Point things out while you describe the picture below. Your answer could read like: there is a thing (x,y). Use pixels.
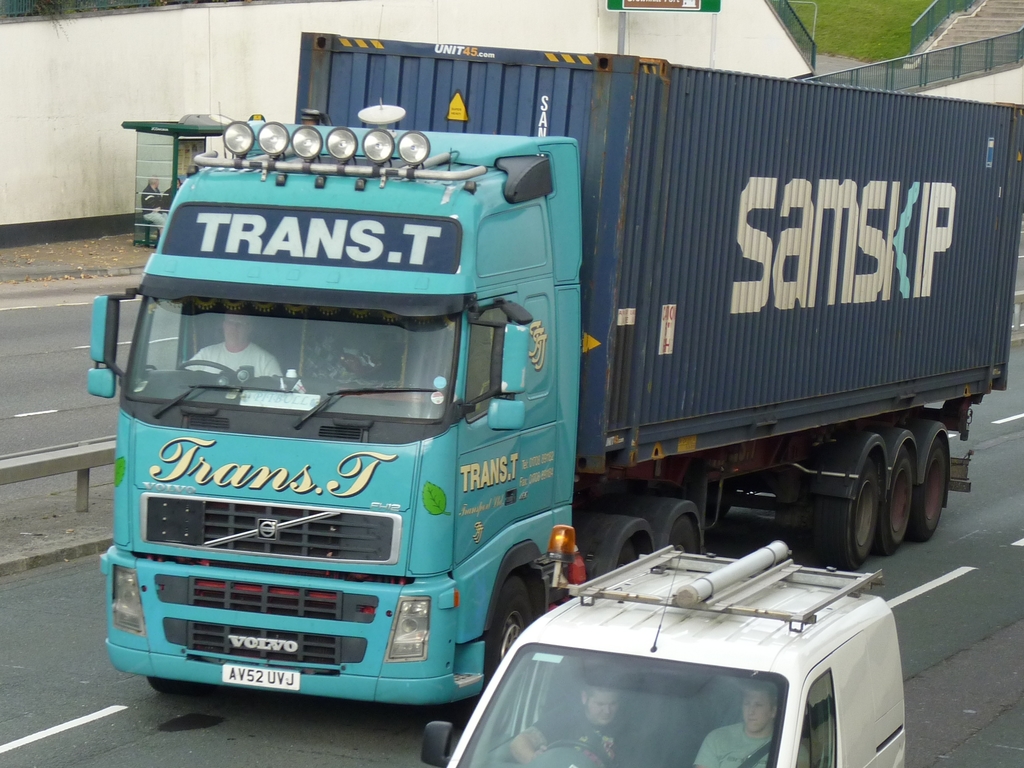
On the road (55,586) there is a big truck (554,427) driven by man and beside that there is a man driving a car (643,720) and opposite to that road (65,576) there is a man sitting on the booth (140,189).
